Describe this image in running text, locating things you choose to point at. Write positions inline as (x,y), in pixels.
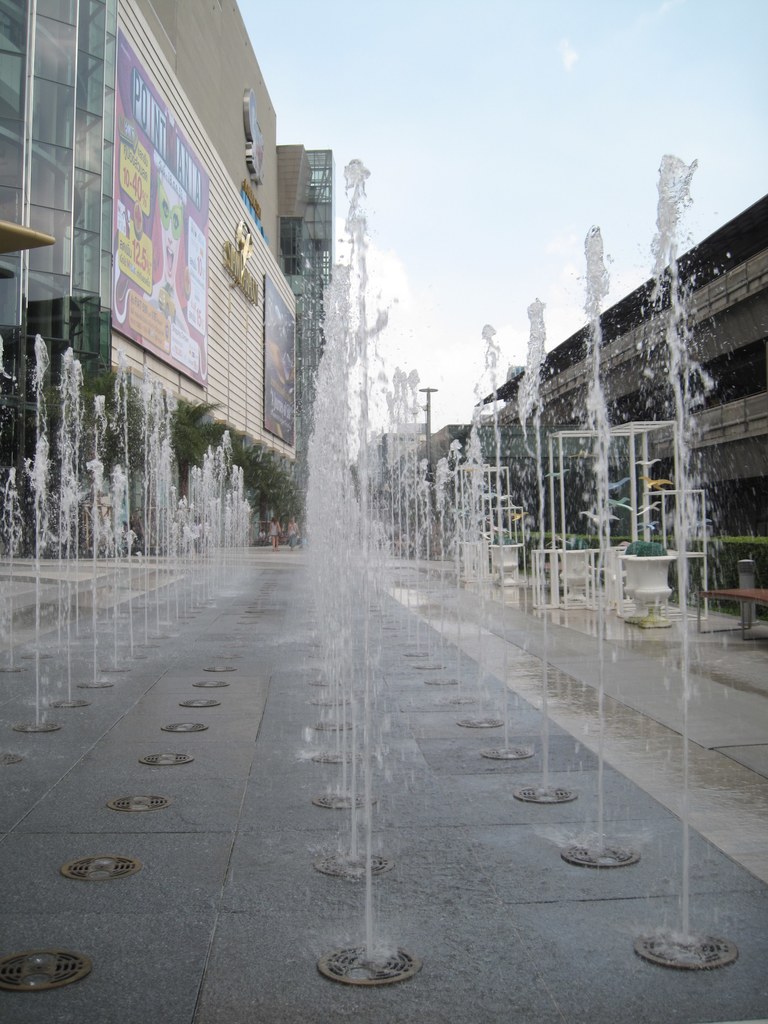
In the center of the image (444,571) we can see the fountain (435,488). In the background (617,36), we can see the sky (544,181), clouds (639,273), buildings (320,240), banners (177,240), poles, plant pots (648,585), plants (731,563), few people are standing and a few other objects (744,565).
